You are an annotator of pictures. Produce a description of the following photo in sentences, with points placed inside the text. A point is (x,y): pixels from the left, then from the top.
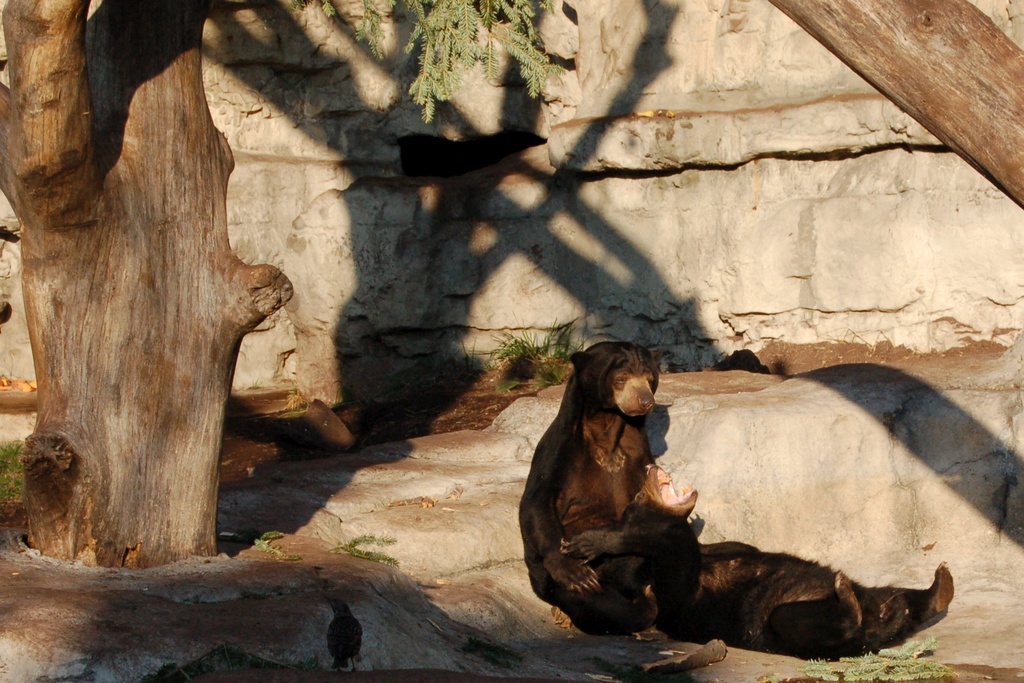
In this picture we can see there are two animals (598,580) and a bird (347,645) on the path (611,648). Behind the animals (652,465) there are tree trunks (908,97), leaves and a wall (474,165).
